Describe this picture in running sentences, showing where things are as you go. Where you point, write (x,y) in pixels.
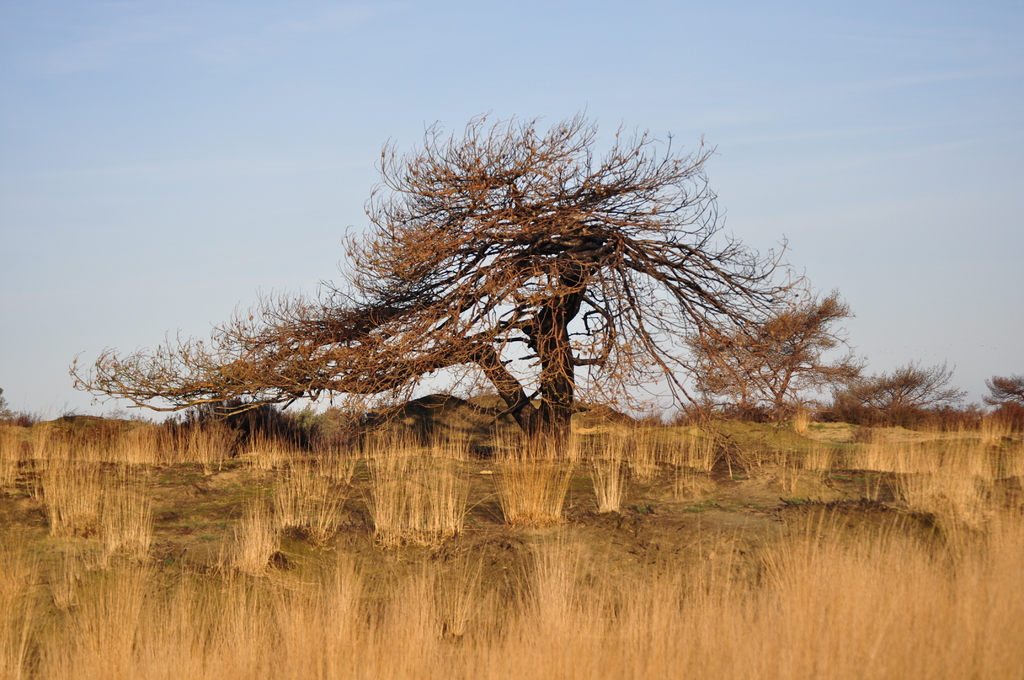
In this image I can see bushes (111,437) on the bottom side (1010,647). In the centre of the image (567,277) I can see number of trees (549,349) and in the background (574,102) I can see the sky (554,102).
